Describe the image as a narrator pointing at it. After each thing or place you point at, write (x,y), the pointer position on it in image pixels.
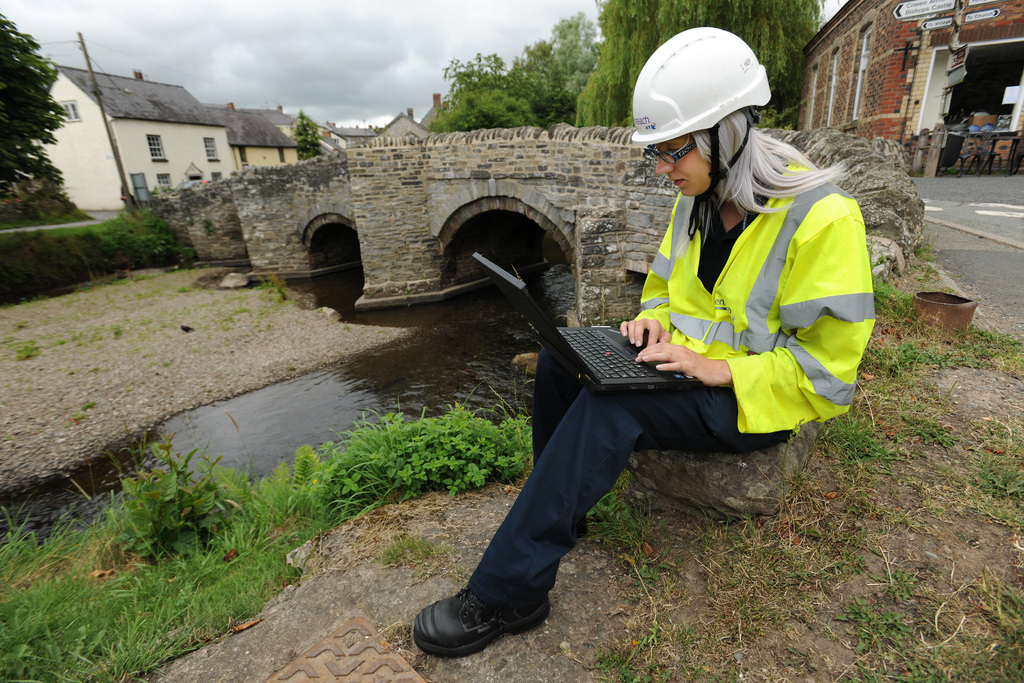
In this image I can see a lady (738,281) working on the laptop (551,344). I can see the water (309,427) and the grass (238,492). In the background (86,166), I can see some houses (217,149), trees (539,88) and clouds (300,69) in the sky (284,97).
